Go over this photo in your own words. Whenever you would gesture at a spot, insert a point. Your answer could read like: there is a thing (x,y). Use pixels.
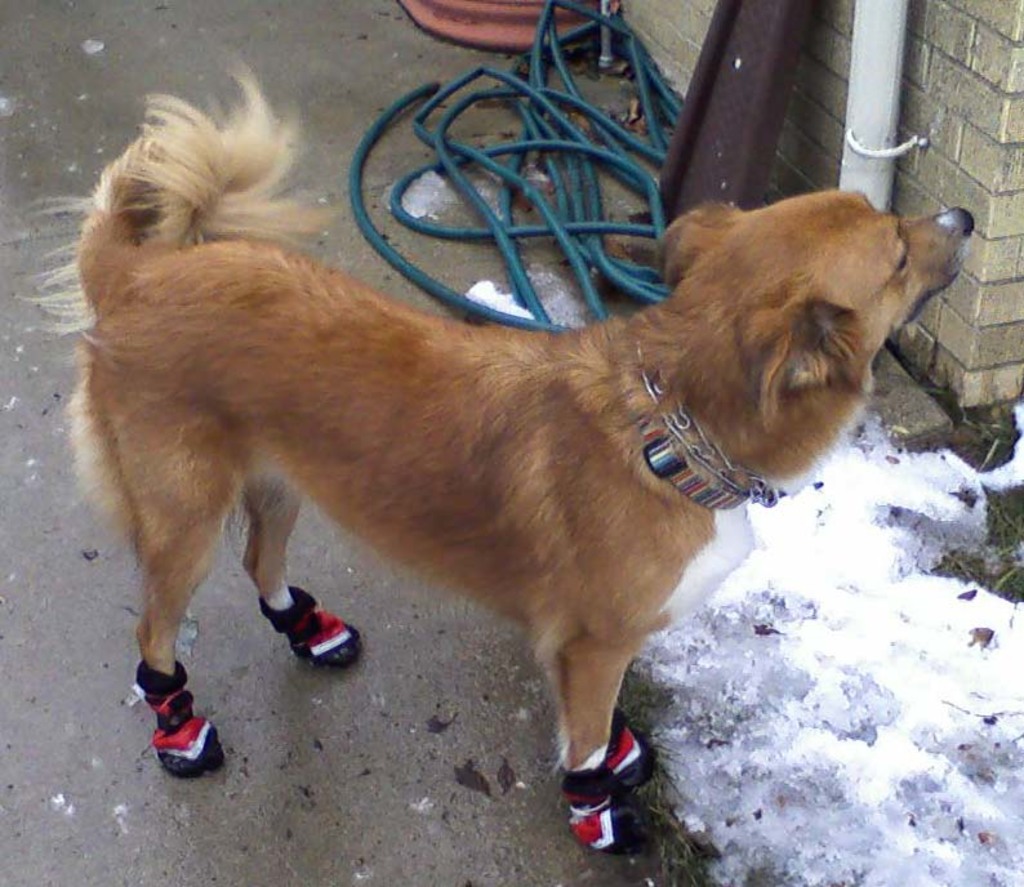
In this picture there is dog (563,479), beside the dog (572,429) there is wall (922,45), pipe (852,113), rod (724,104) and other materials (529,137).
